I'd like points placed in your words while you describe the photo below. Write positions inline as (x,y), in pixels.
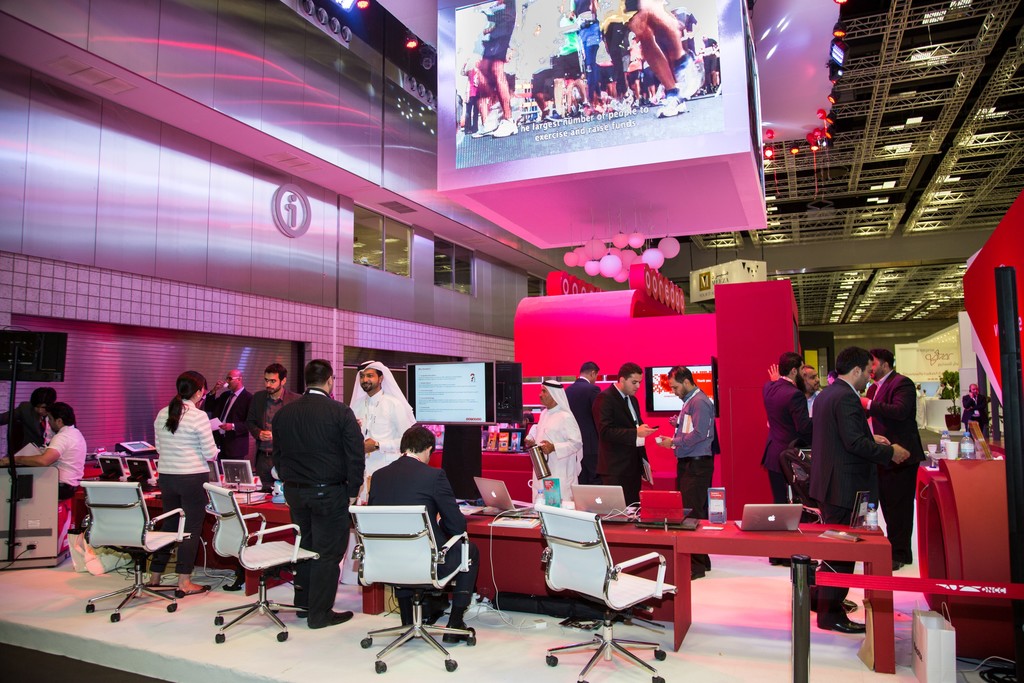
In this image we can see many people (837,500) are standing on the floor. There are few chairs (391,516), laptops (501,486) on the table (704,532). There are many monitors (494,412) and balloons (574,251).
